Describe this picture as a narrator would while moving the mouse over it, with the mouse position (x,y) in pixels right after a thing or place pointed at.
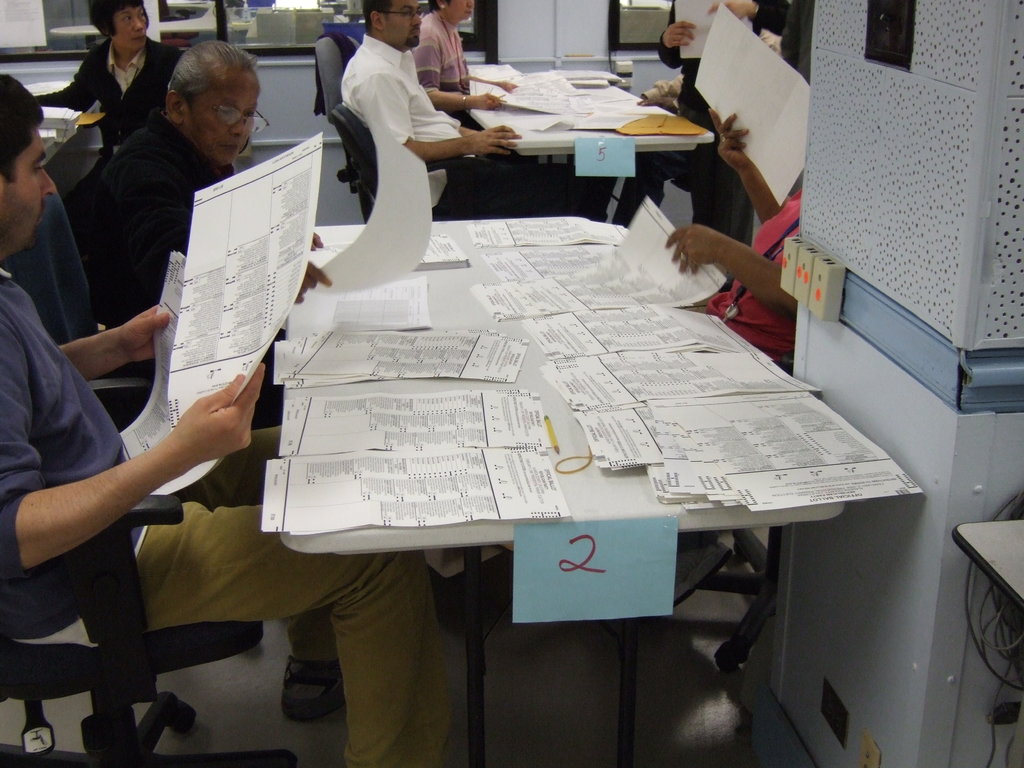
In the image we can see few persons (163,202) were sitting on the chair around the table (602,497). On table (606,480) we can see papers (593,453), and few more objects (815,293) around them.
